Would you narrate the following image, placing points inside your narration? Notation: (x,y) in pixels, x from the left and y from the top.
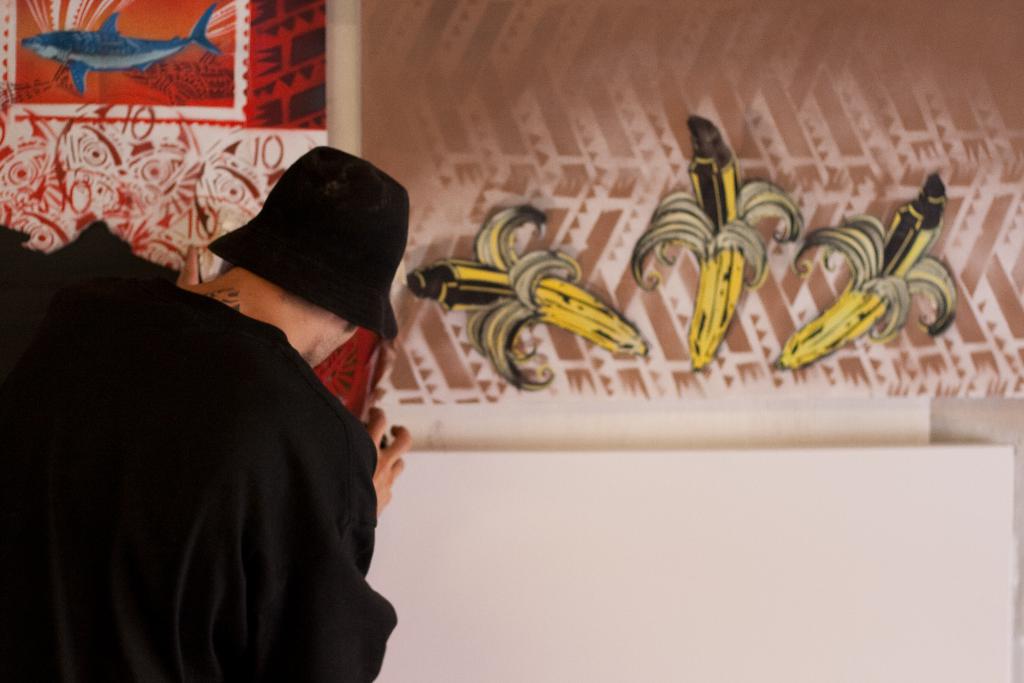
On the left side of the image (89,676) there is a person (58,612) wearing black color shirt (354,447) and black color hat (390,319). In the background of the image (295,15) there are paintings (937,258).
